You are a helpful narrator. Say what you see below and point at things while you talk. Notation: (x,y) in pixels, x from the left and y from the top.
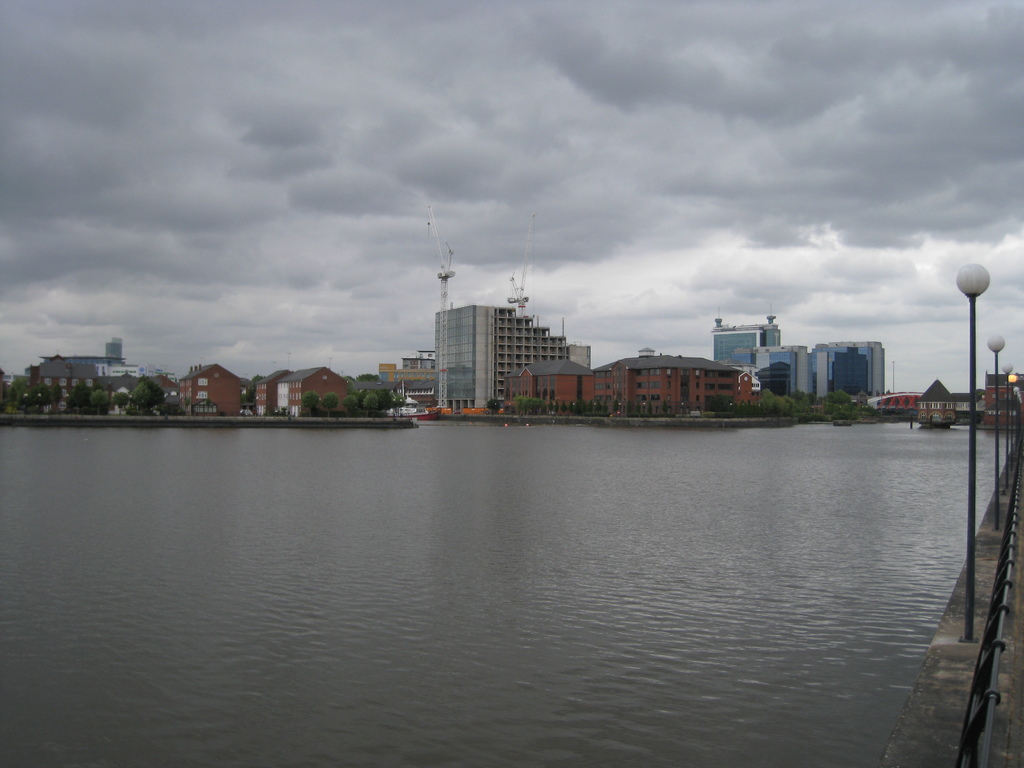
At the bottom of the image (958,549) there is water (984,495). At the right side of the image (978,605) there is a small wall (992,546) with railing (998,625) and also there are poles (998,422) with lamps (1010,365). In the background (1003,390) there are trees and buildings (605,378) with walls (490,328) and also there are towers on the building (493,317). At the top of the image (688,209) there is a sky (535,226) with clouds (472,239).
